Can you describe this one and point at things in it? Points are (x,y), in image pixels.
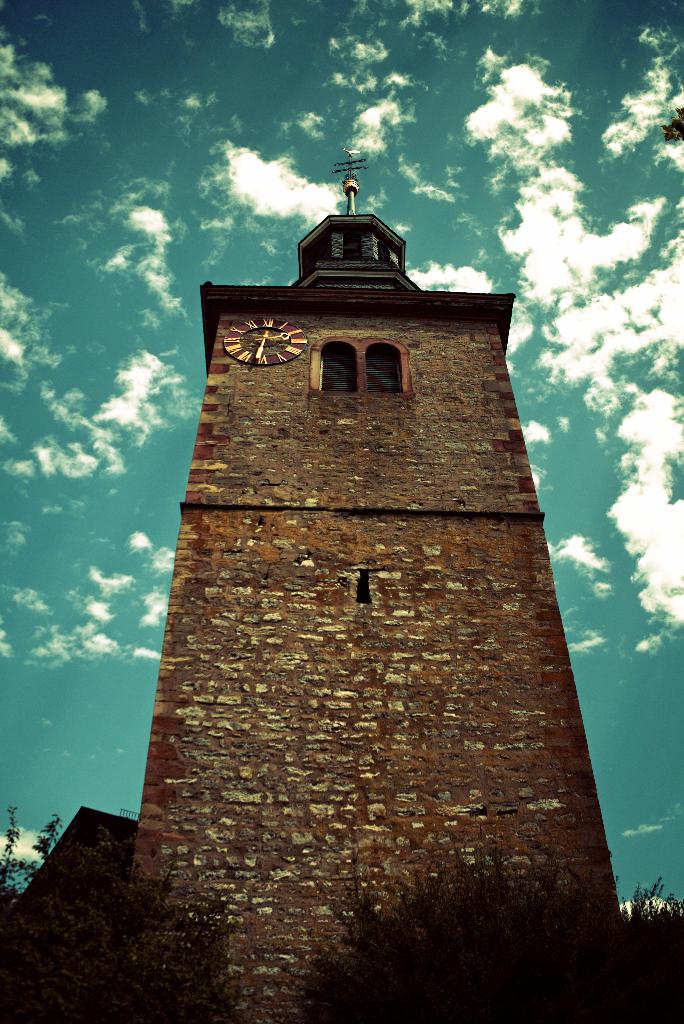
In the center of the image (312,353) there is a brick structure (297,490). At the bottom of the image (321,988) there are trees (75,882). In the background of the image (93,532) there is sky (111,226).
